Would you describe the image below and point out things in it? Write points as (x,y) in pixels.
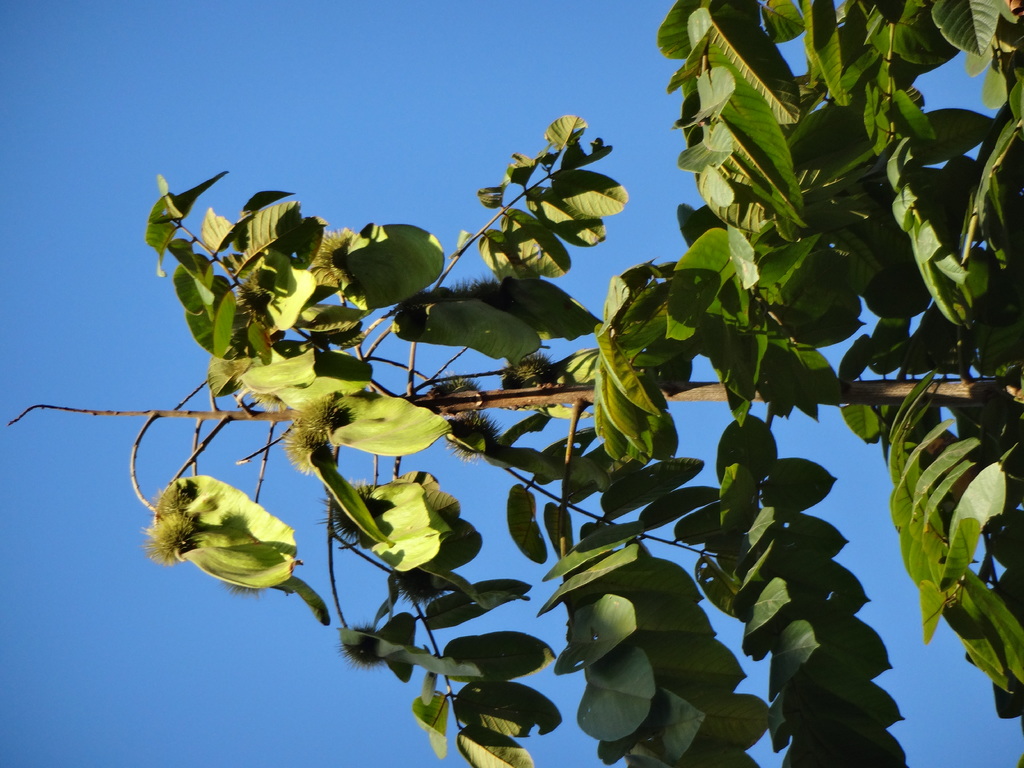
In this image we can see a tree (573,457). On the backside (698,416) we can see the sky (40,421).
